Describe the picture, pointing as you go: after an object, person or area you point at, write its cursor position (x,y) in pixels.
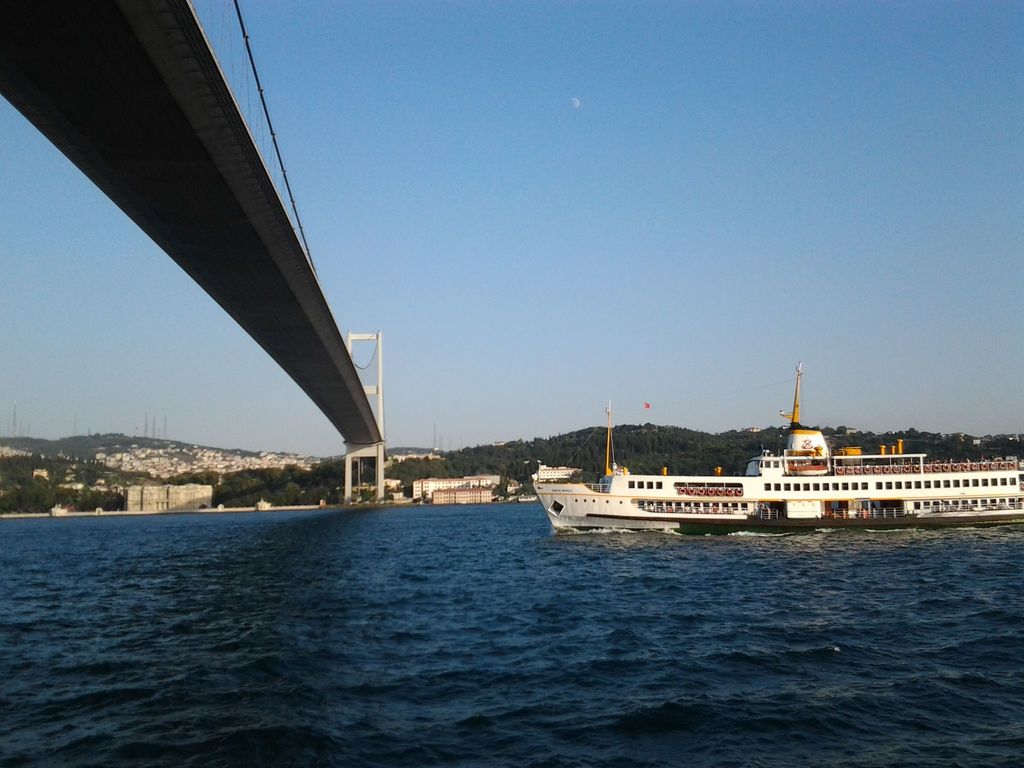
This picture is clicked outside the city. On the right (867,505) there is a ship (580,520) in the water body (173,654). On the left (154,80) we can see the metal rods (264,115) and a bridge (243,233). In the background (663,201) there is a sky (595,302) and we can see the hills (440,460), trees (702,456) and buildings (44,456).
